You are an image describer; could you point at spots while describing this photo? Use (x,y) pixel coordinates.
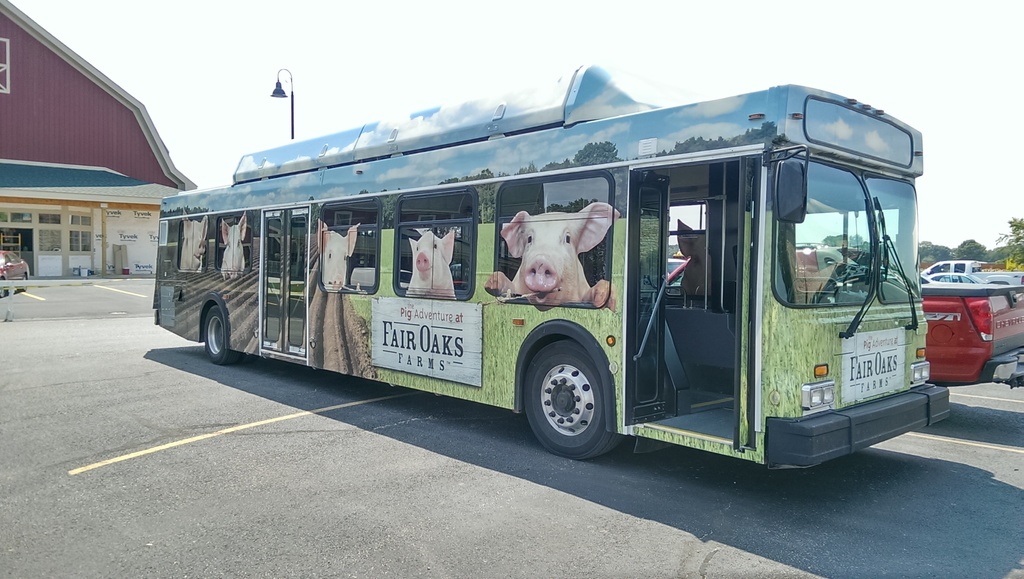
In this image we can see a bus (209,306) on which we can see pig images (445,295). Here we can see a few more vehicles (978,344) parked, here we can see trees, light poles (279,81), house (4,151) and the sky (866,79) in the background (683,75).
